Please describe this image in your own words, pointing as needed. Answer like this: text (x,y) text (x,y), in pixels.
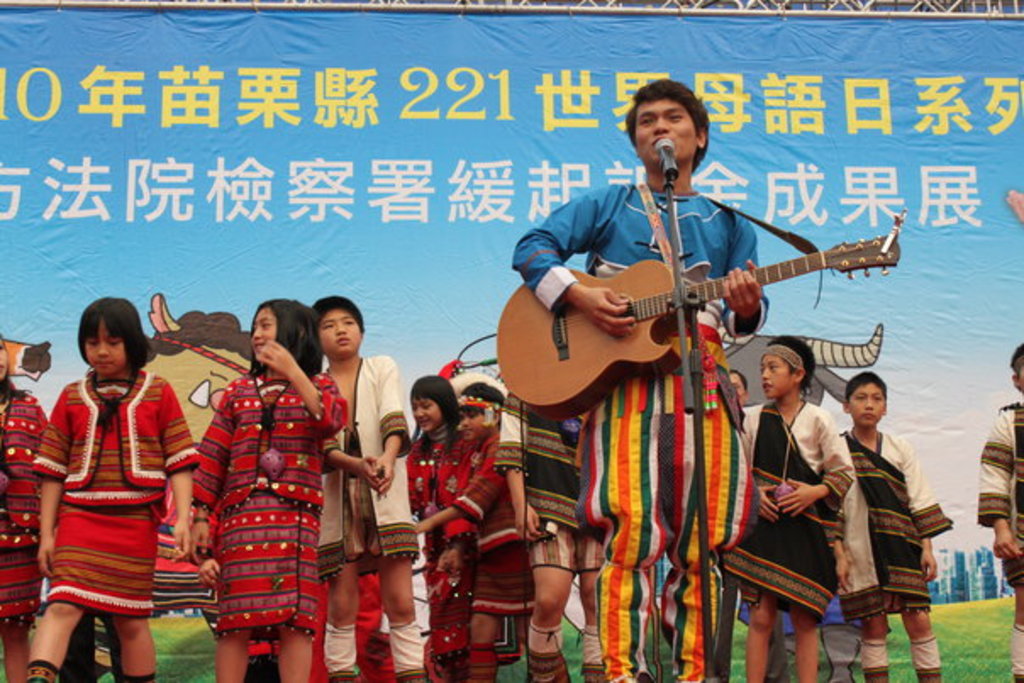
In this picture we can see man (687,241) standing singing on mic (667,147) playing guitar (617,276) with his hand (753,293) and in background (320,330) we can see girls (415,506) and boys (342,440) wore different costumes (267,452) and in background (213,160) we can see banner (204,209).
